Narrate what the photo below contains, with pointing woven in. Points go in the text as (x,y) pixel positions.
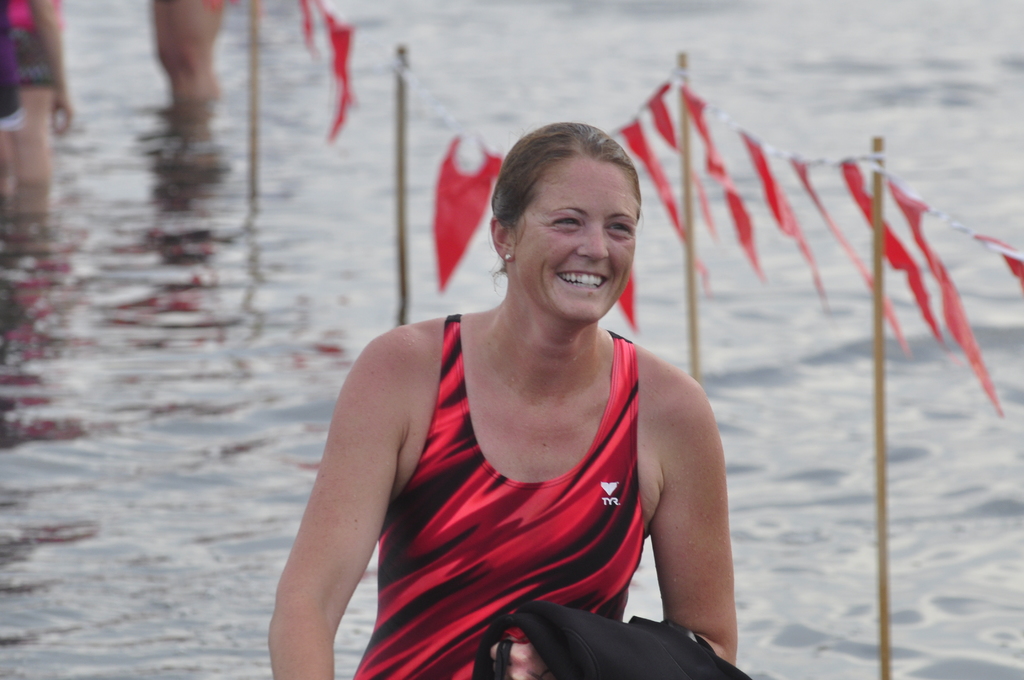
In the image there is a woman (514,445) in the foreground (511,451), she is wearing a swimsuit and smiling. Behind the woman (618,283) there is a lot of water (379,200).
